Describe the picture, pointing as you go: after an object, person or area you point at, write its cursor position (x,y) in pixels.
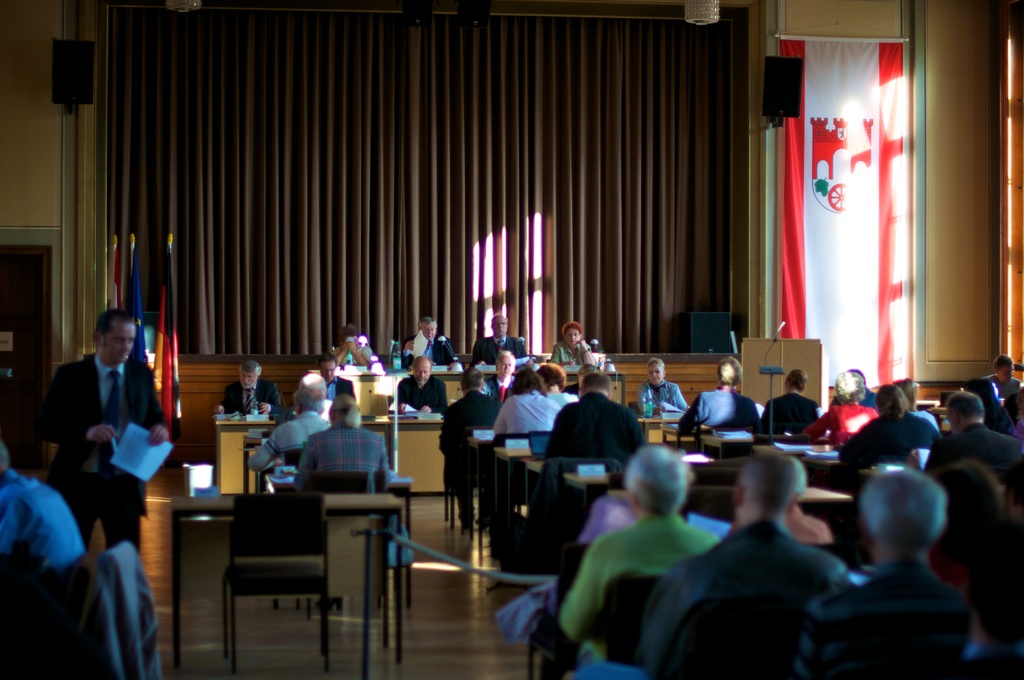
In this picture there are a group of people (597,579) sitting and standing, holding papers (148,478). In the backdrop (472,216) there is a curtain (275,247).
